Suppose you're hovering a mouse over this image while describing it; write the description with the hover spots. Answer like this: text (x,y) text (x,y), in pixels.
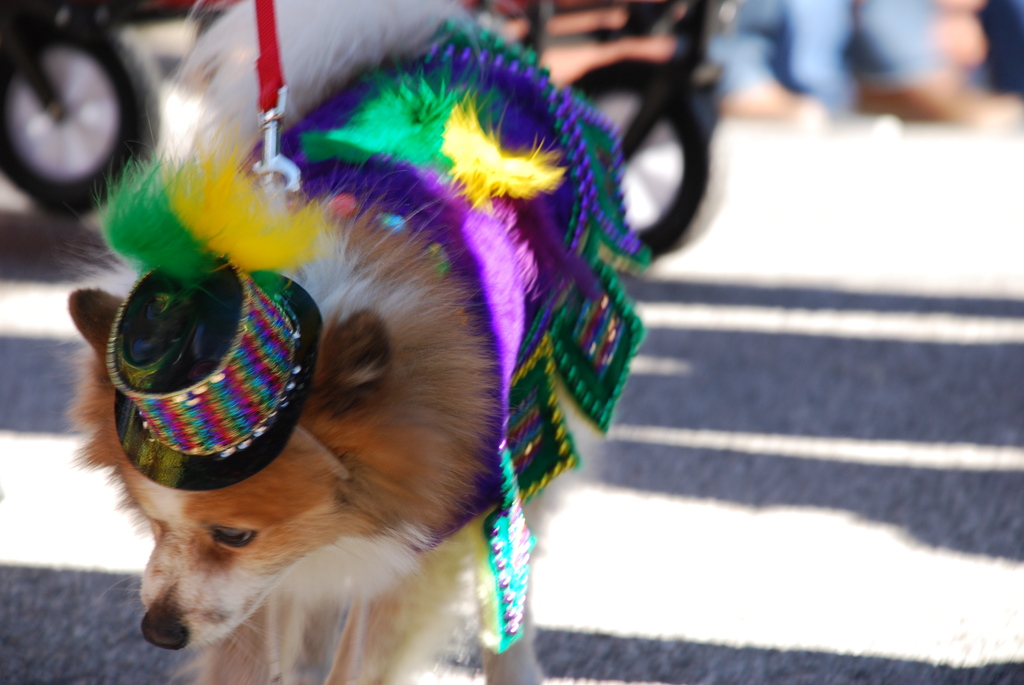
In this image, we can see a dog (438,384) wearing a hat (257,473). In the background (883,227), image is blurred. There is a wheel (116,66) in the top left (112,54) and at the top of the image (654,206).
